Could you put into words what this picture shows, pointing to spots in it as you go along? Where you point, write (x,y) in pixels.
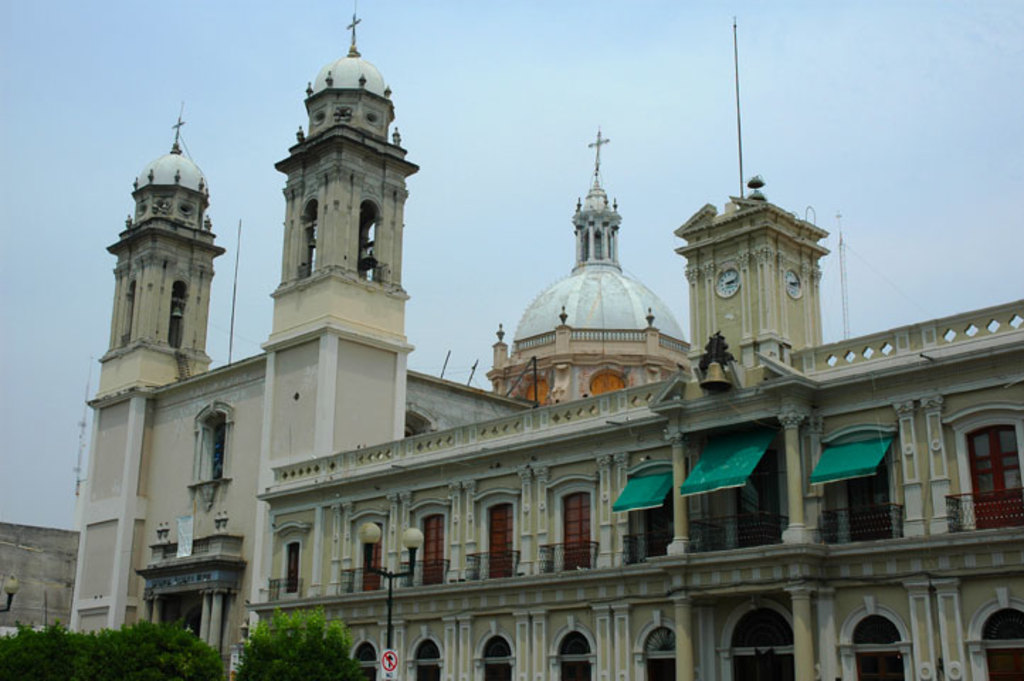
In this image there is a church (292,412) to that church (493,527) there are windows (845,488) and doors (753,493) at top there is a clock (730,284) and a bell (723,373), in the bottom left (252,637) there are plants (215,652) and light pole (387,602).
